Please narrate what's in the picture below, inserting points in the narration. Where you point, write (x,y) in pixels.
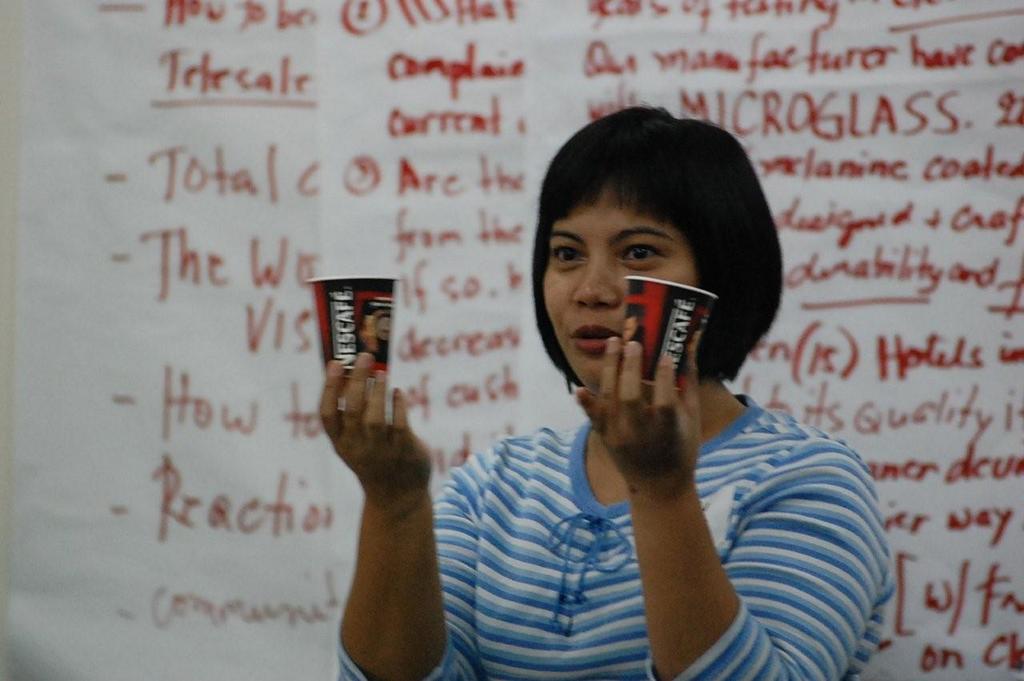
In this image I see a woman (368,575) who is wearing white and blue top (535,541) and I see that she is holding cups (388,327) in her hands (400,412) and I see a word (331,314) written on 2 cups (680,326). In the background (231,327) I see the white papers (305,308) on which there are words (427,280) written.
